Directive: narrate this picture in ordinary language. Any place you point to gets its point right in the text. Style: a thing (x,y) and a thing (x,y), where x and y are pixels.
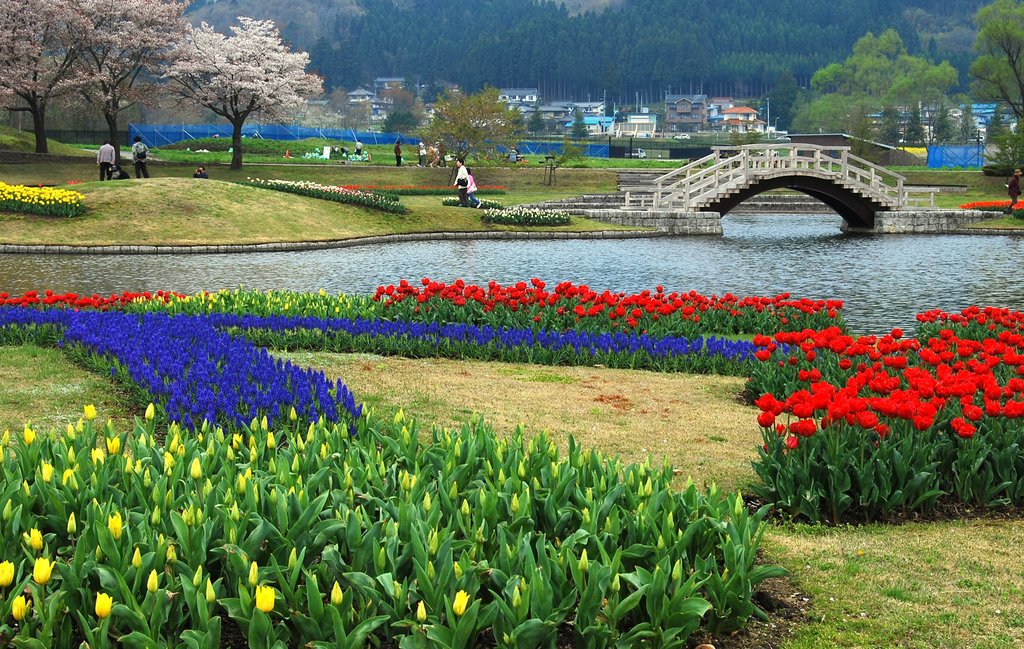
In this image we can see a walkway bridge (702,176), flower beds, trees (587,63), buildings (606,116) and persons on the ground (453,217).
